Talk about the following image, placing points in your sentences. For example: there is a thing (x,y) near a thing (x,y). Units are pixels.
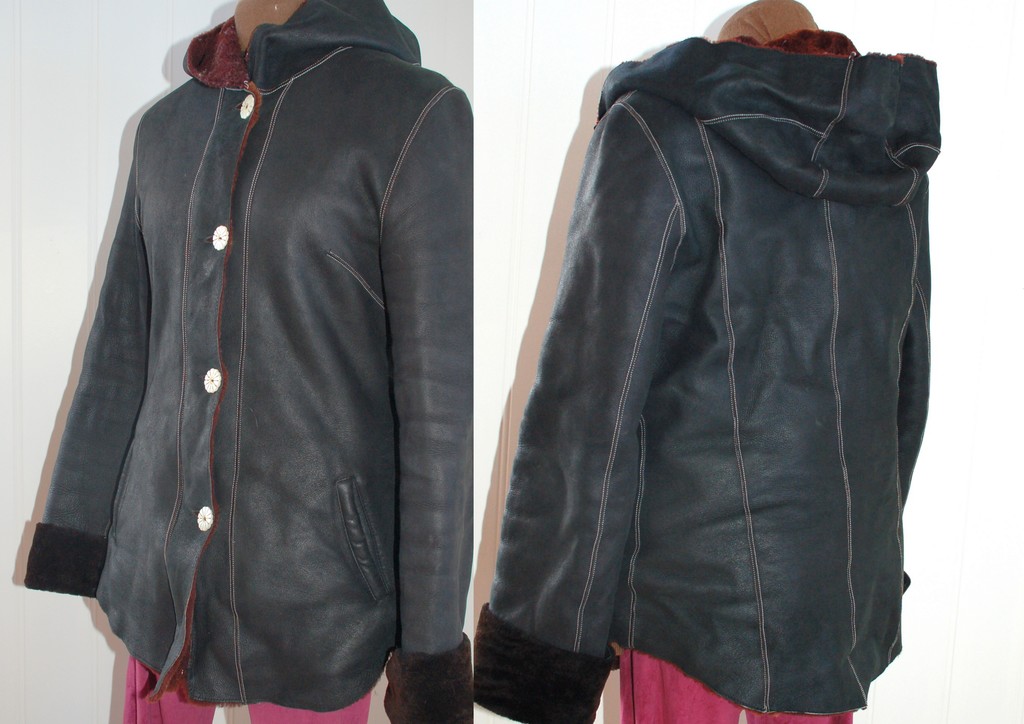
In this image I can see two collage photos of a jacket (632,583) and of a pink cloth (646,682).
